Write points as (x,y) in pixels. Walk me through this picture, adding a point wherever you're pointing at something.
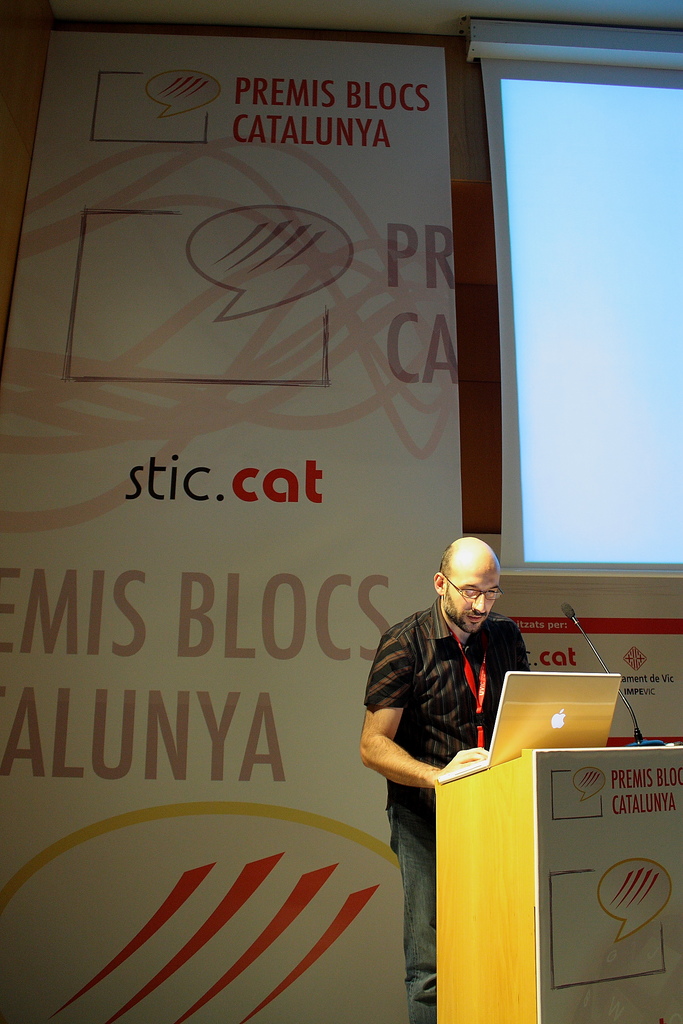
In this image we can see a person (399,832) standing near a speaker stand (467,950) containing a laptop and a mic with a stand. On the backside (522,584) we can see the display screen (519,341) and a wall (350,487) with some text (246,769) on it.
